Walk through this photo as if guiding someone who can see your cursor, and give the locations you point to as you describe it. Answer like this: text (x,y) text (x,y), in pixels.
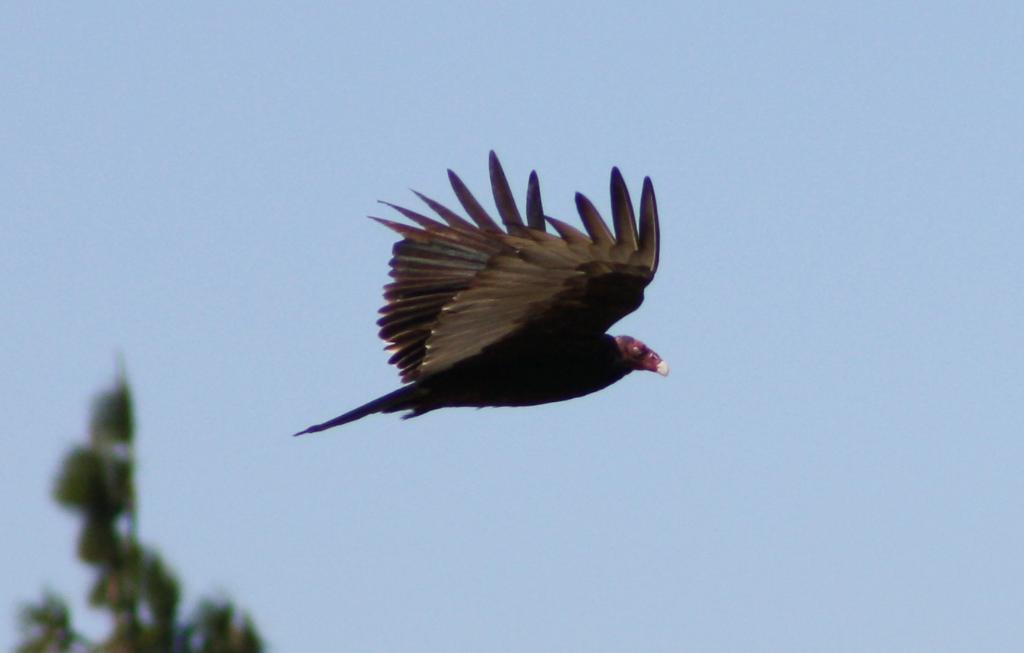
In the center of the picture (494,275) we can see a bird (477,332) flying. Towards left (149,556) there is an object (117,600). The background (268,100) is blurred.
